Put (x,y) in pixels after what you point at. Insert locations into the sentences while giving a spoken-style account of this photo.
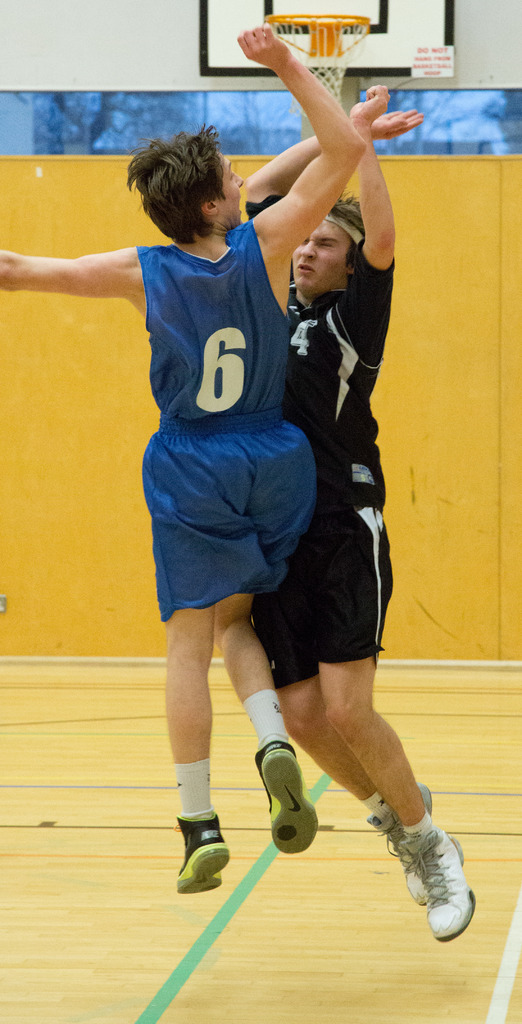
In the center of the image (233,476) two mans (289,470) are jumping. In the background of the image (58,513) we can see wall (51,351), basketball court (348,34), boards (439,71). At the bottom of the image (364,943) there is a floor (332,925).
